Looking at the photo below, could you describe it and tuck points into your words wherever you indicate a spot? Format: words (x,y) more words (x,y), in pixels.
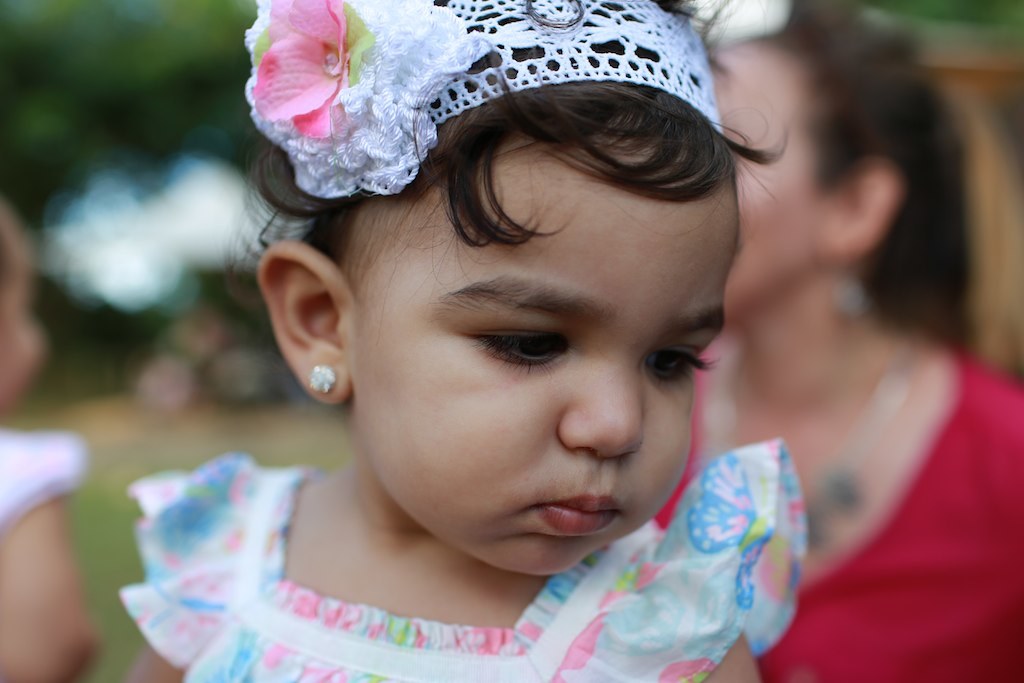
In the image there is a baby girl (470,440) in the foreground (630,544) and the background of the girl (535,403) is blur.
